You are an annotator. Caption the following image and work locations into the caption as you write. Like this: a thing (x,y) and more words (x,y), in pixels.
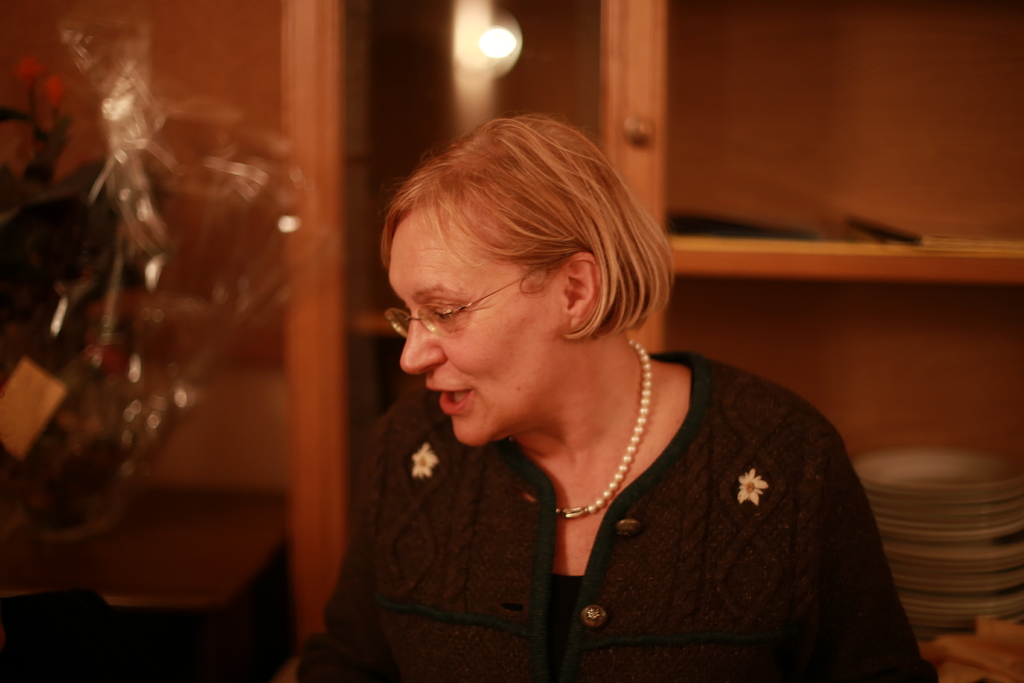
In this image we can see a woman (528,446). On the backside (220,306) we can see a bouquet (216,339) on a table (77,536), a light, a group of plates (952,562) and some books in a cupboard (812,396).
